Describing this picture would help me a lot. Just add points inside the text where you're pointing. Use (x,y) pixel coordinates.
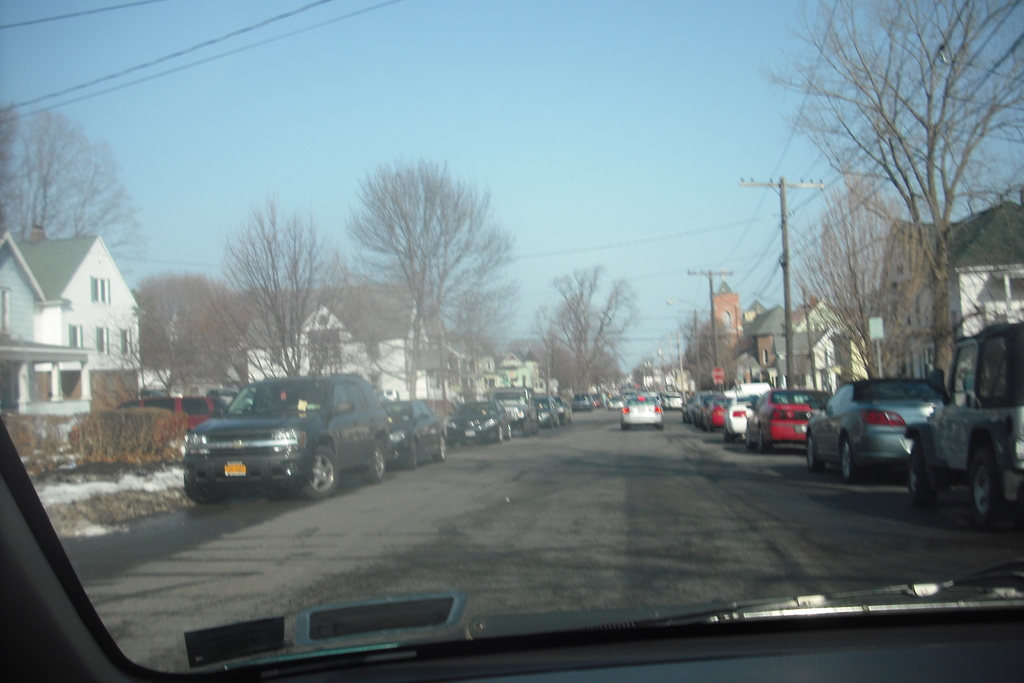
In this image we can see motor vehicles (697,415), electric poles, electric cables (212,44), trees (149,341), buildings (375,349) and sky (599,151) through a vehicle's windshield (784,477).
